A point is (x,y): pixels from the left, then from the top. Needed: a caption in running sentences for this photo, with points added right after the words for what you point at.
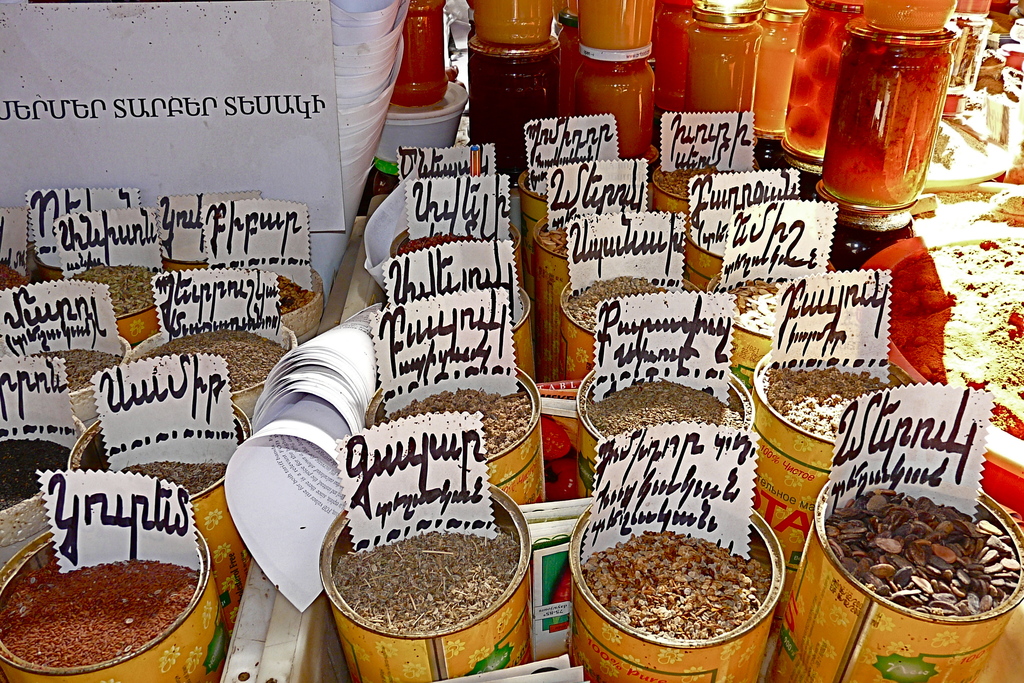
In the picture we can see some tins (739,334) with grains (638,559) and names (891,447) on each one of it and behind it we can see some jars (414,38) with some liquids (932,108) in it and beside it we can see a plate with some powder (926,353) in it.
